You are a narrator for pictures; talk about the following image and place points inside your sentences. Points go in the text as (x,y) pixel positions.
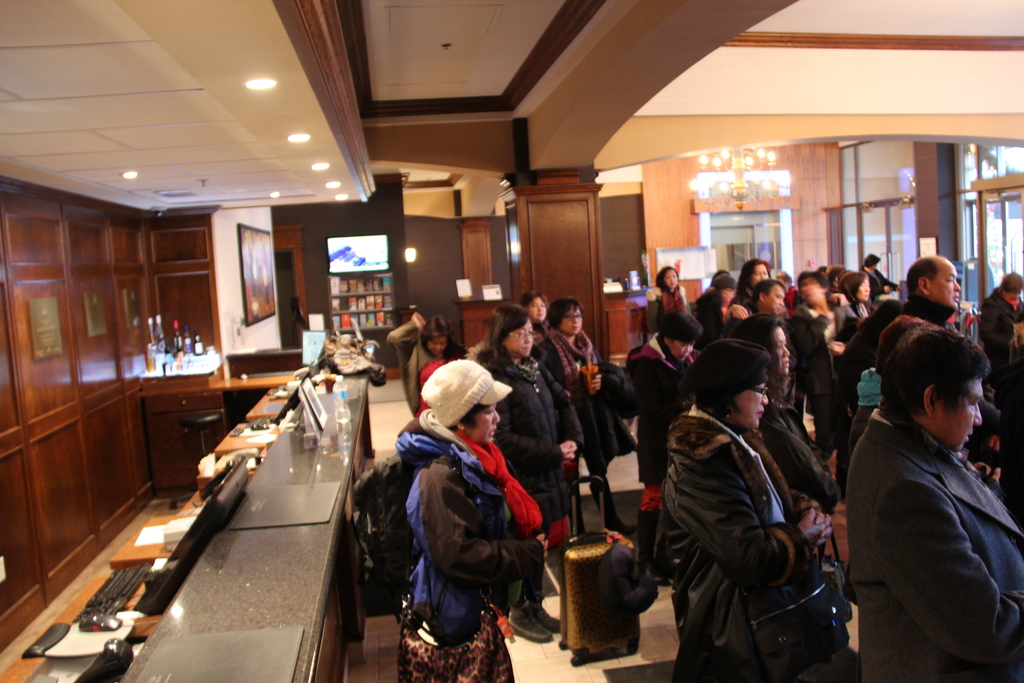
This picture is an inside view of a room (646,279). In the center of the image (651,303) we can see a group of people (710,394) are standing, some of them are holding bags (580,592). In the background of the image (430,291) we can see books (361,305), screen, lights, wall (789,249), boards (468,287) are there. On the left side of the image (296,482) we can see bench (156,636), table (139,632), mouse (104,630), keyboard (127,580), screen (212,497), papers (159,542), books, bottles (185,352), cupboards (16,339), photo frame (252,266) are there. At the top of the image (622,64) we can see the roof (507,60) and lights (267,82) are there. At the bottom of the image (608,656) floor (605,668) is there.
